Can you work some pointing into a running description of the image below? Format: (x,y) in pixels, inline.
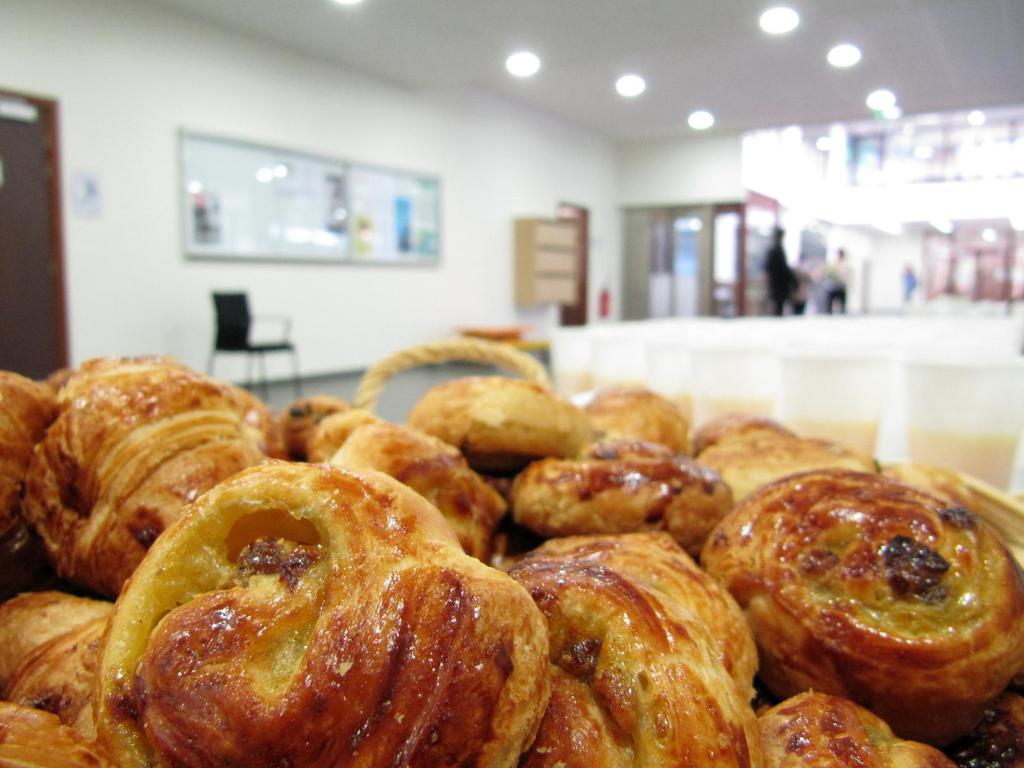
In this image at the bottom (459,552) there are some food items (497,632), and in the background (231,342) there is a chair (231,321), boards (214,204), cupboards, lights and some people (805,269) are standing. And there are some doors (681,259) and wall (322,343), and on the right side of the image (685,368) there are some glasses (720,385). In the glasses (936,404) there is drink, at the top (700,37) there is ceiling (647,94) and lights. On the left side (26,189) there is a door (35,242).
